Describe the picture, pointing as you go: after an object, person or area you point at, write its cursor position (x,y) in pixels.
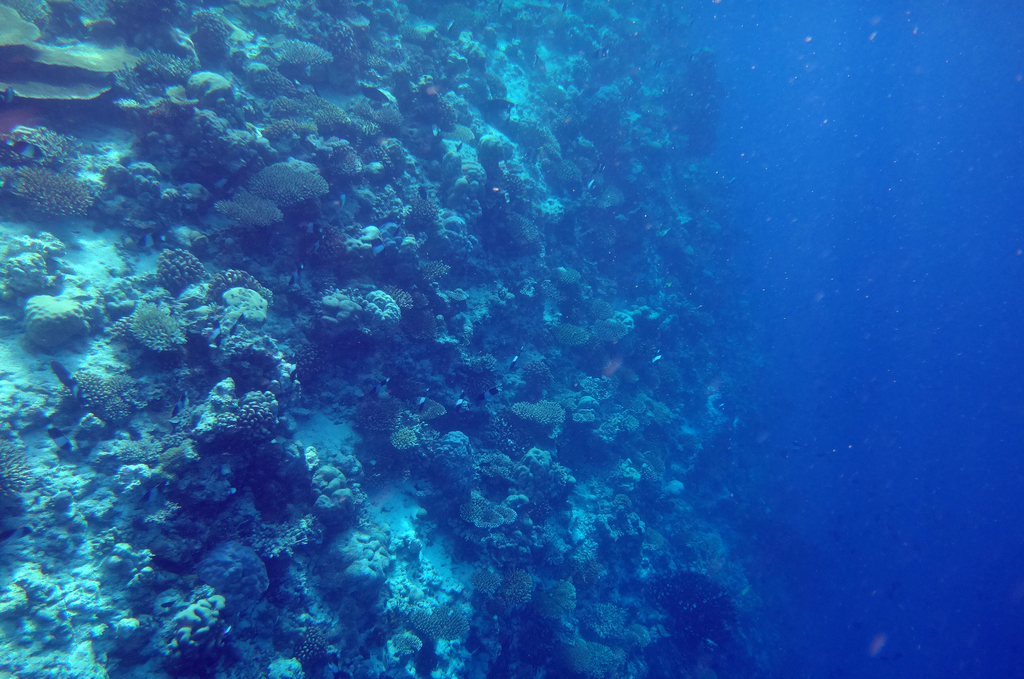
This picture is inside view of an ocean (827,256). We can see water plants (538,201) and water (778,401) are present.
